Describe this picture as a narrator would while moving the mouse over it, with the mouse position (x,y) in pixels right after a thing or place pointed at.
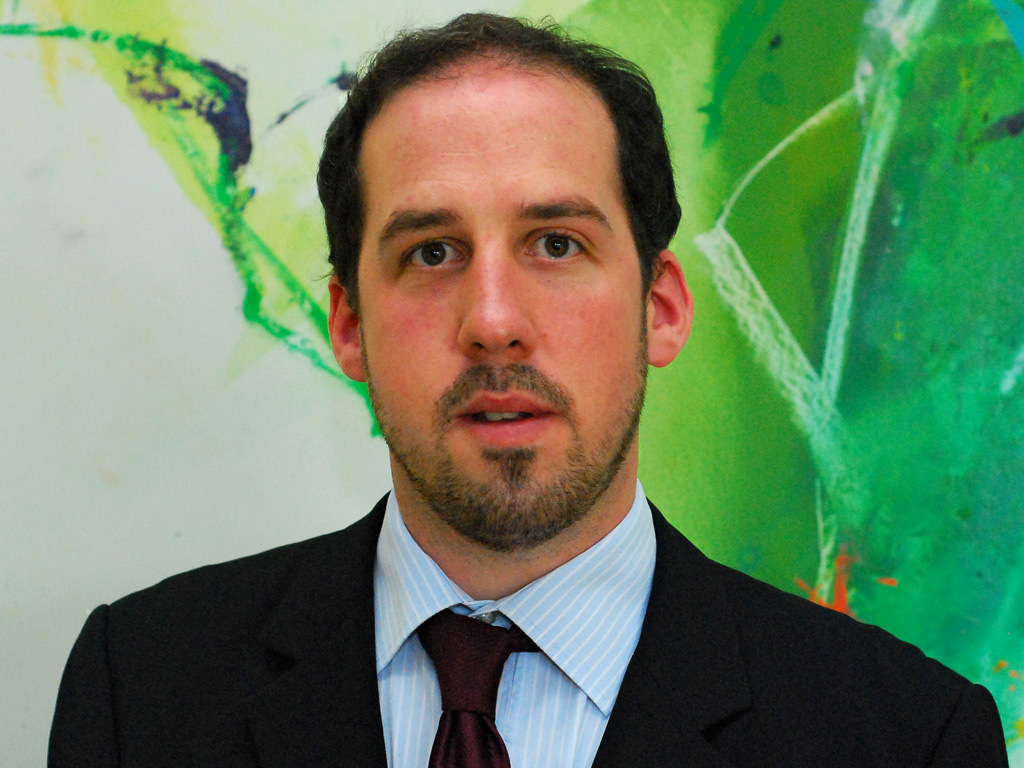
In this image we can see a man (602,594) wearing a suit (661,672). In the background (872,426) there is a board (853,199).
